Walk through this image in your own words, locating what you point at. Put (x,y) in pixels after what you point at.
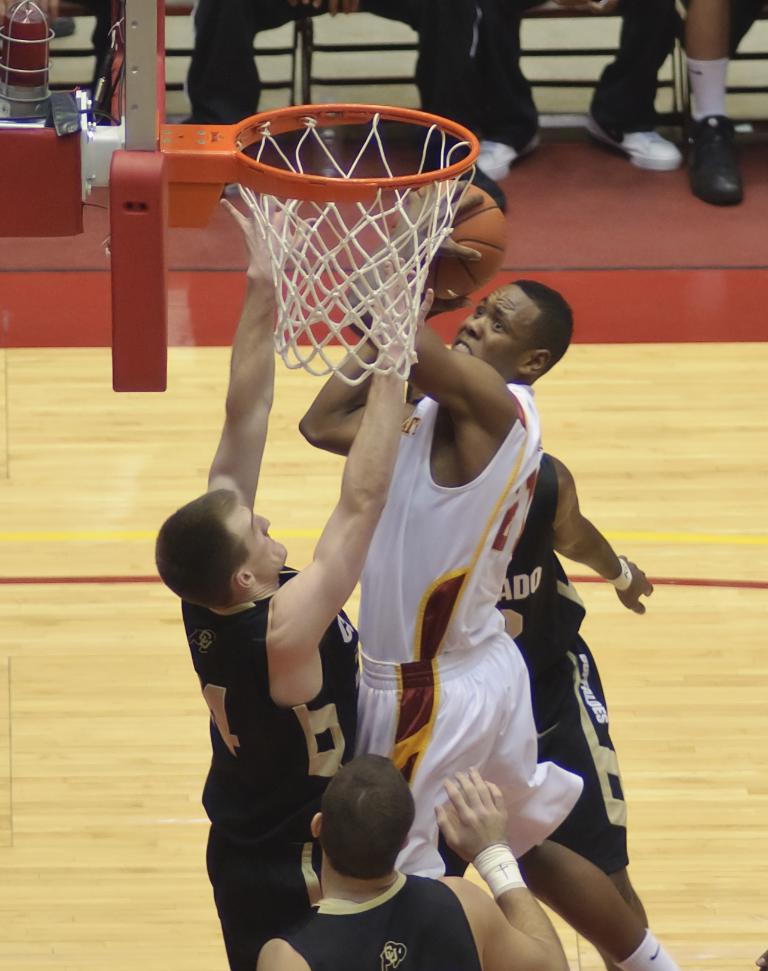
This image is taken in a stadium (188,404) where the persons (389,539) are playing a game. On the top (365,268) there is a basketball net (356,242) and there is a person (452,562) jumping holding a ball (464,289) and in the background (456,58) the legs (456,57) of the persons (455,18) are visible and on the left side (20,77) there is an object (27,110) which is red in colour.
